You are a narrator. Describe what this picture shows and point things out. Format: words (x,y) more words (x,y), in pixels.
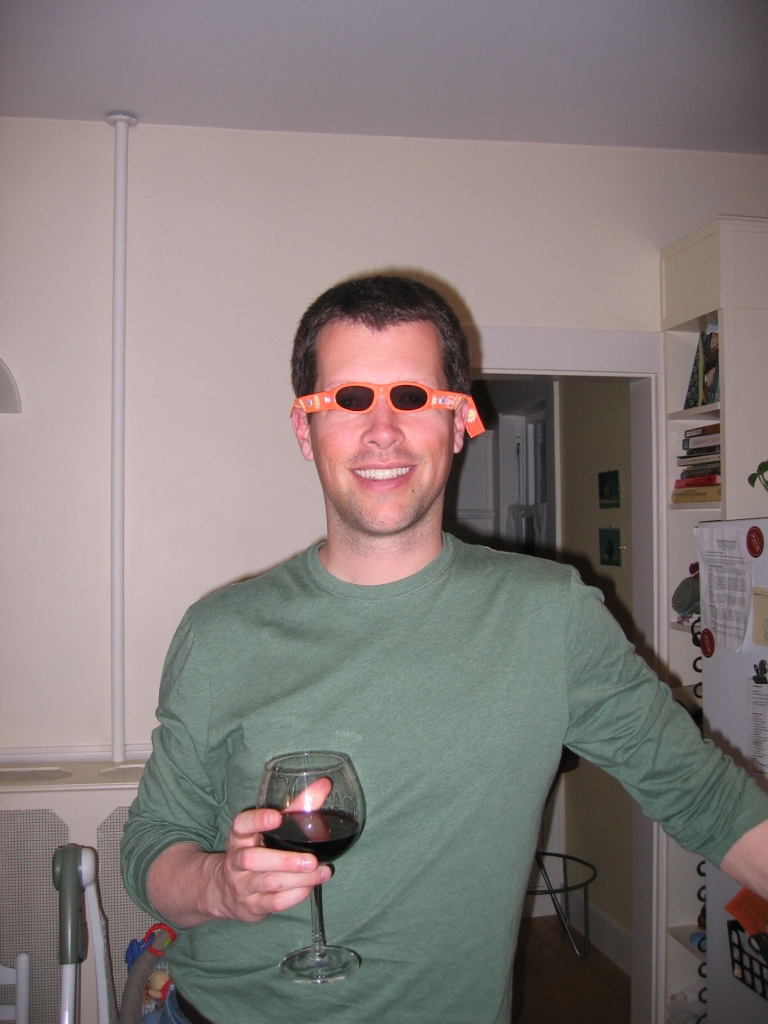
In this picture we can see a man (327,542), he is smiling, he is wearing a glasses (308,401), and he is holding a glass (312,801) in his hand (280,881), in the background (694,375) we can find couple of books (698,386), papers (719,589), and a pipe (114,410) and also we can see a wall (177,345).
